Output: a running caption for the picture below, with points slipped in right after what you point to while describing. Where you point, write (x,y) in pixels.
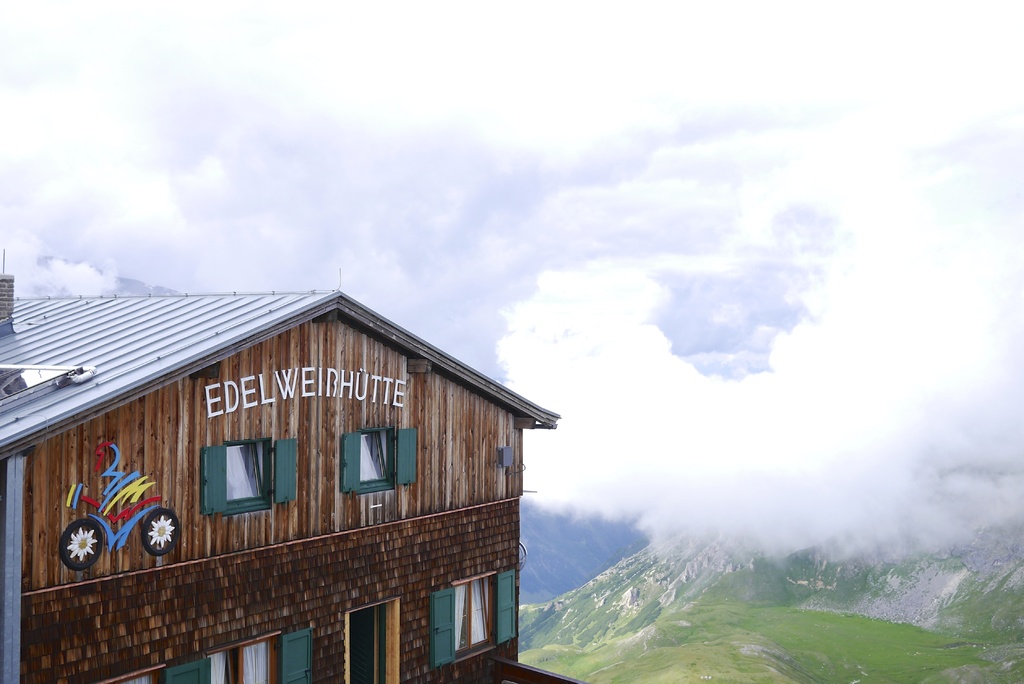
On the left side of the image (123,419) we can see a building (351,553), windows (263,652), door (369,669), roof (118,383) and text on the wall (323,471). In the background of the image (891,417) we can see the clouds (466,262) in the sky (740,71). At the bottom of the image (630,567) we can see the hills (656,626) and grass (545,646).
